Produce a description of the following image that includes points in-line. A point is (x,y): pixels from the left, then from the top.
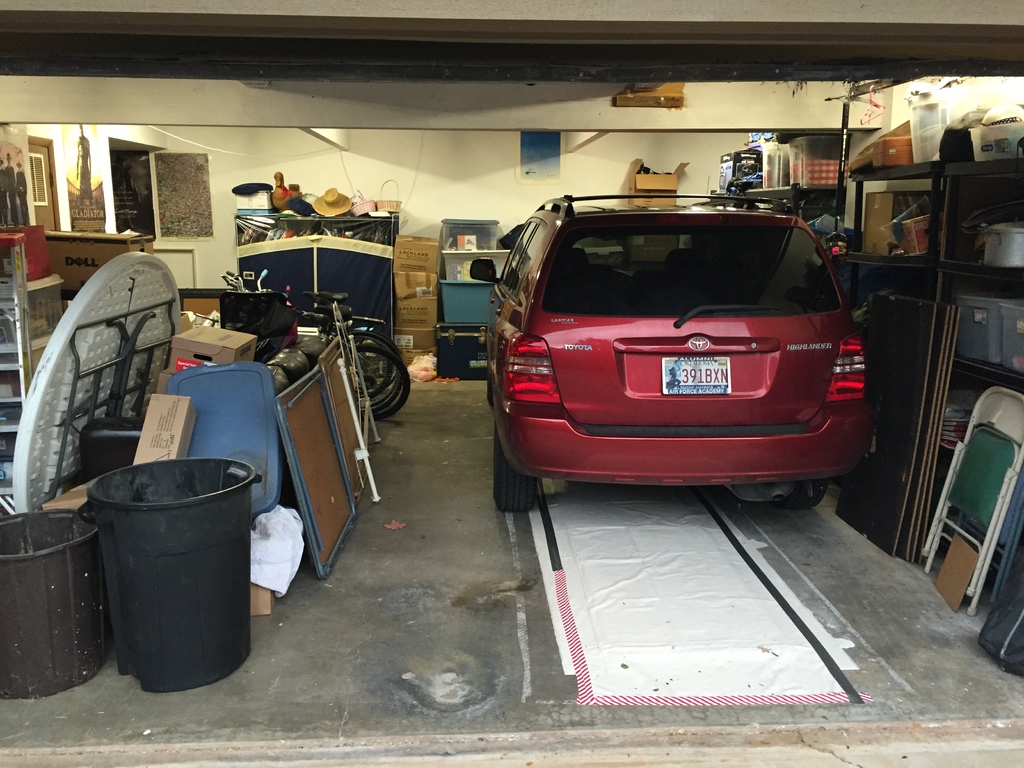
In this image we can see car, chairs (979,474), objects (881,246) placed in shelves (873,257), speakers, ventilator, posters (188,186), dining table (145,285), containers (150,544), bicycles (374,362), light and wall (424,163).
